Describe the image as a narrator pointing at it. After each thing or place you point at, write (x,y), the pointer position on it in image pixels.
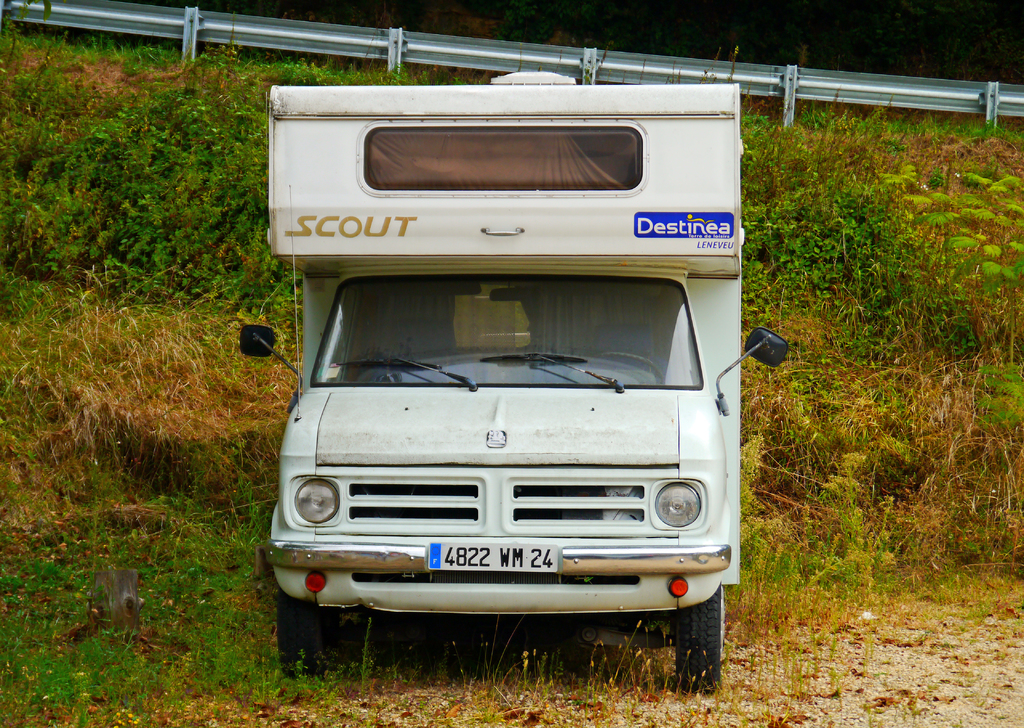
In this image we can see a vehicle (441,477) which is in white color and in the background of the image (145,158) there are some plants (150,53) and fencing (101,11).
